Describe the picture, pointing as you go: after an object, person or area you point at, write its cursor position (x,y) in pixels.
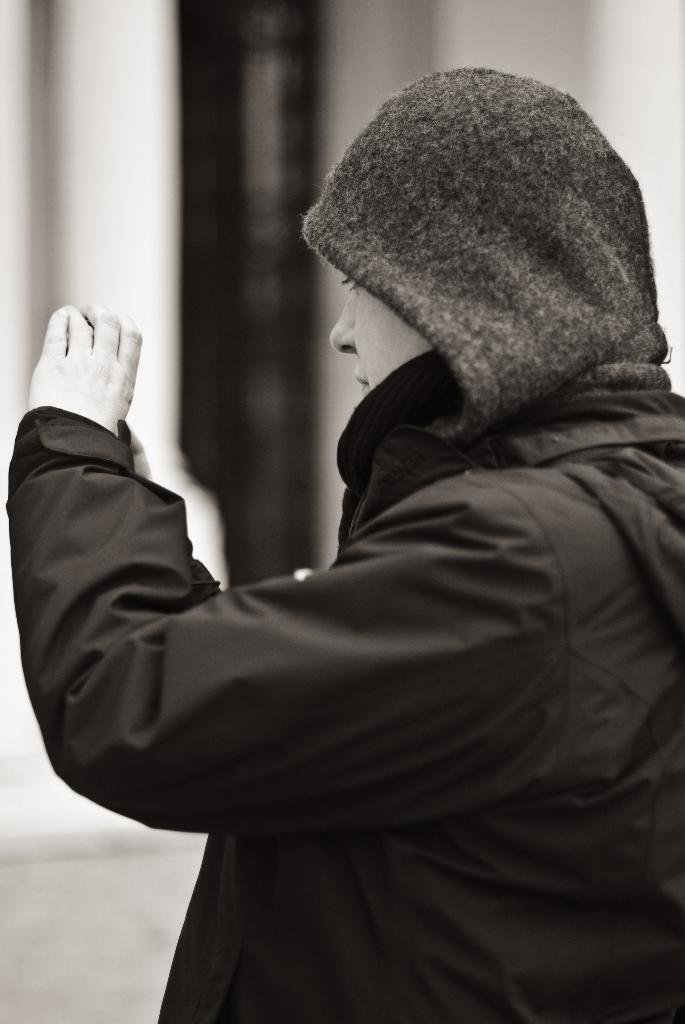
In this picture there is a person (452,608) wearing black sweater (514,553) and holding an object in his hands (114,421) and there are some other objects (220,133) in the background (271,125).
